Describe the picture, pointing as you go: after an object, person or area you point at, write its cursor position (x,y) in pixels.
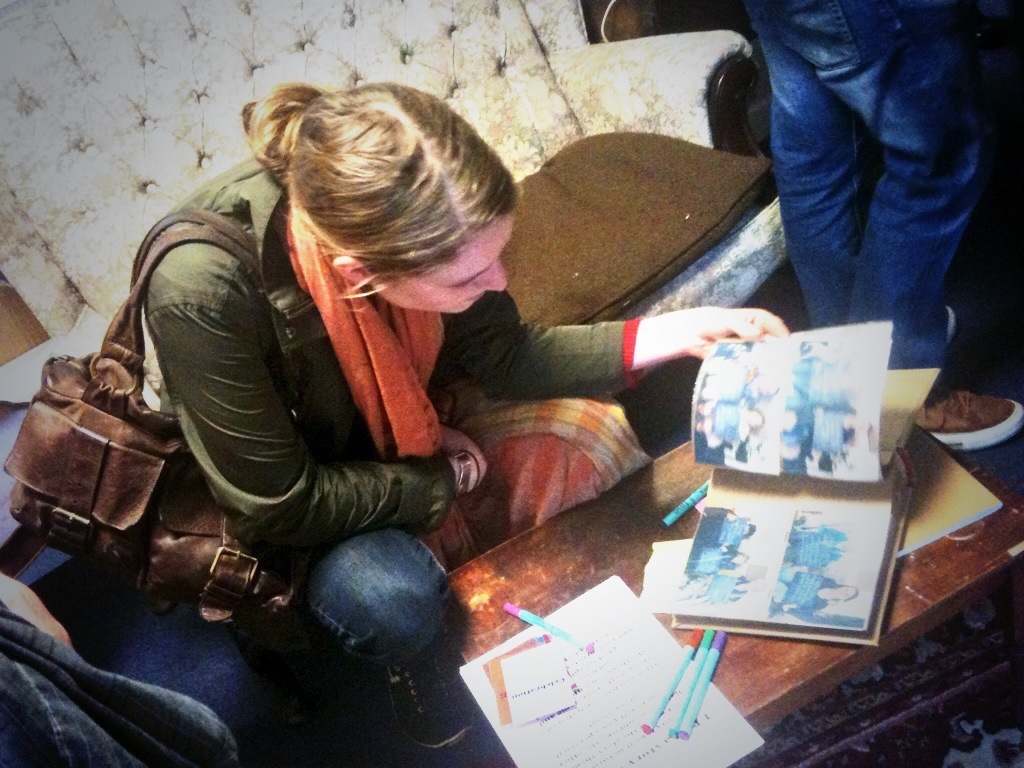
In the picture we can see a woman (404,456) sitting on the chair (18,232) and beside her we can see a pillow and she is wearing a hand bag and in front of her we can see a stool (475,590) and on it we can see a book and she is looking and beside the book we can see some papers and some pens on it and beside her we can see a person (863,104) is standing.
